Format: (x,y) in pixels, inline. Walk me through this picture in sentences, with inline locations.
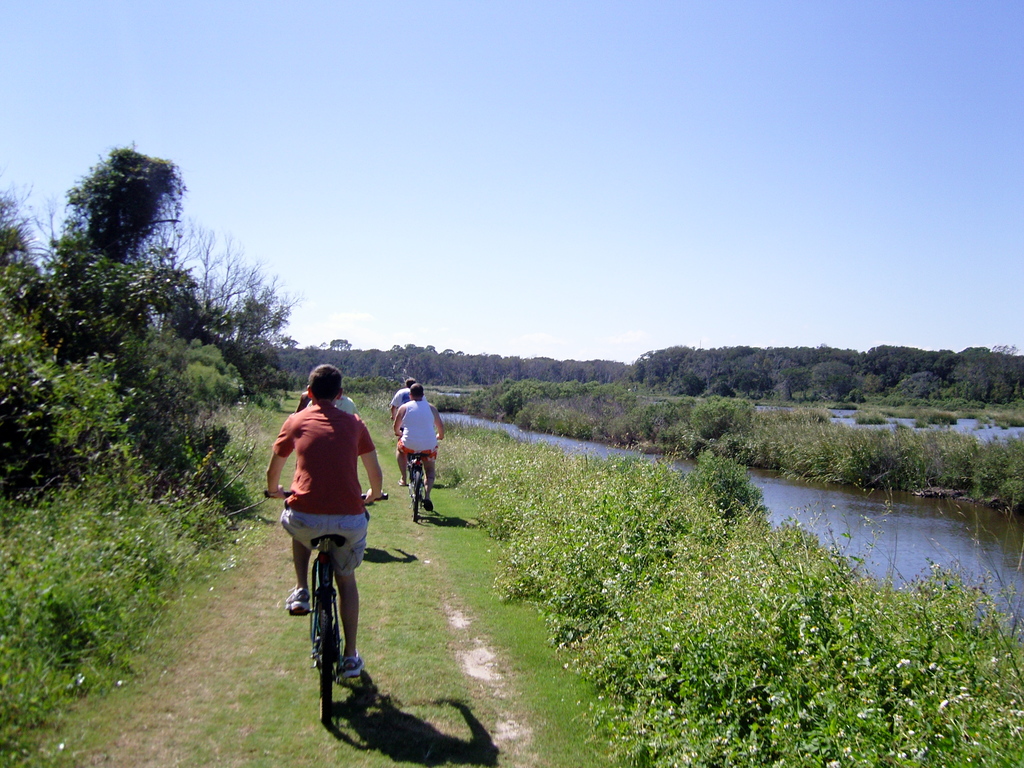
At the top of picture (466,103) we can see a clear blue sky (533,83) and it seems like a sunny day. On the background (697,390) we can see trees (385,364). these are the plants (645,659). Here we can see a road (365,641) with fresh green grass (389,670). We can see few persons (348,397) riding a bicycle (326,641) here. This is a lake (875,534).
